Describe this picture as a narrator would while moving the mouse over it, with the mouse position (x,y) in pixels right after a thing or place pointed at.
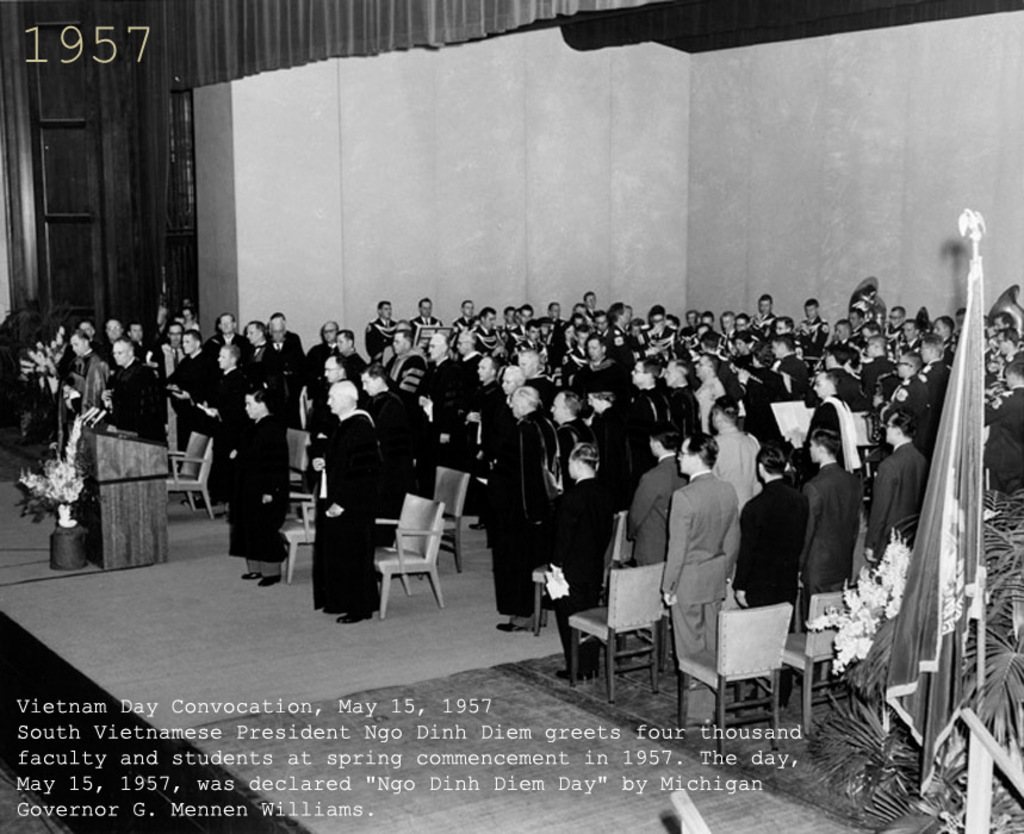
In this picture we can see some people (335,356) standing, there are some chairs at the bottom (627,614), on the left side (103,539) we can see a podium (109,543) and a plant (61,503), on the right side (842,623) there is a flag (948,620) and some flowers (885,606), in the background (582,207) there is a wall (582,185), we can see some text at the left bottom (242,733), it is a black and white picture.
